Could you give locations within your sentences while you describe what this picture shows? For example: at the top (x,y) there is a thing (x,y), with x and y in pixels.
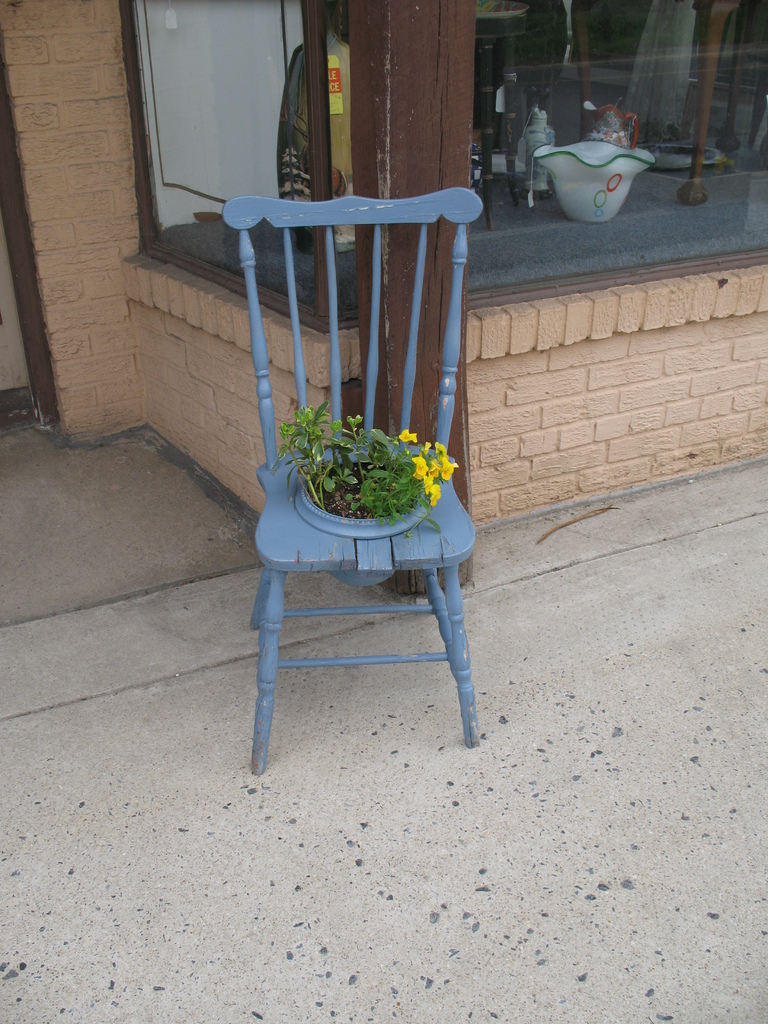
In the image we can see there is a chair (453,322) on which plants (363,460) are growing.
